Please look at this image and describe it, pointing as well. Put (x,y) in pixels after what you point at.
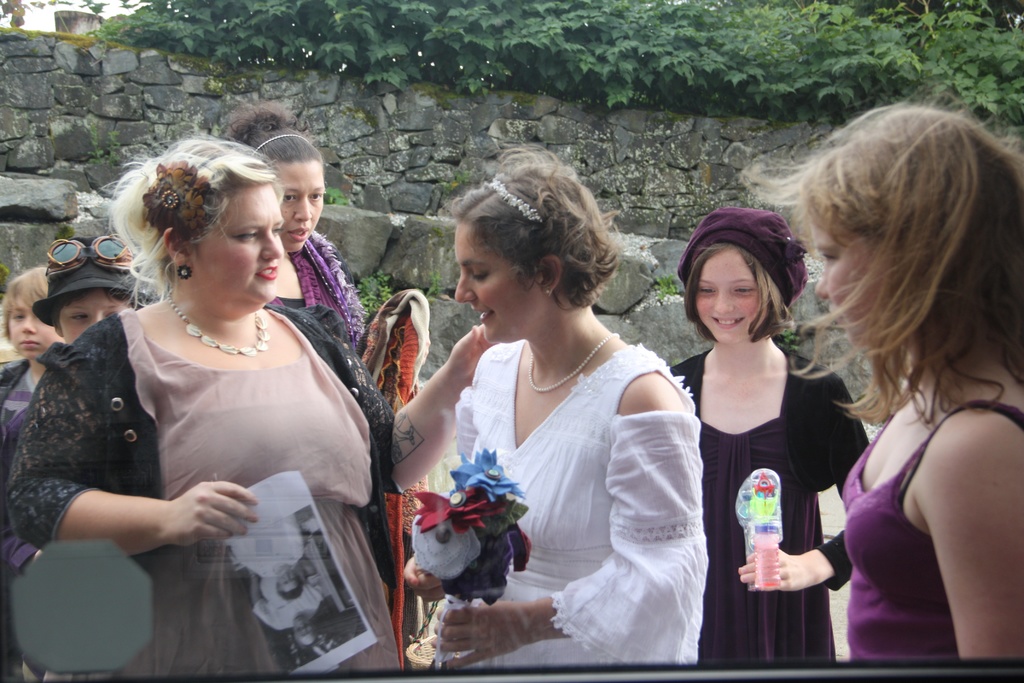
In this image a woman (545,495) wearing a white dress (614,557) is holding artificial flowers (461,579) in her hand (458,639). Behind there is a woman (803,571) wearing a black dress (801,505) is holding a toy (756,558) in her hand (791,579). She is wearing a cap (769,227). Left side (311,529) there is a woman (225,482) holding a paper (296,624). Behind there are few persons (21,322). Behind them there is a wall (38,203). Top of image (415,31) there are few trees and a building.
